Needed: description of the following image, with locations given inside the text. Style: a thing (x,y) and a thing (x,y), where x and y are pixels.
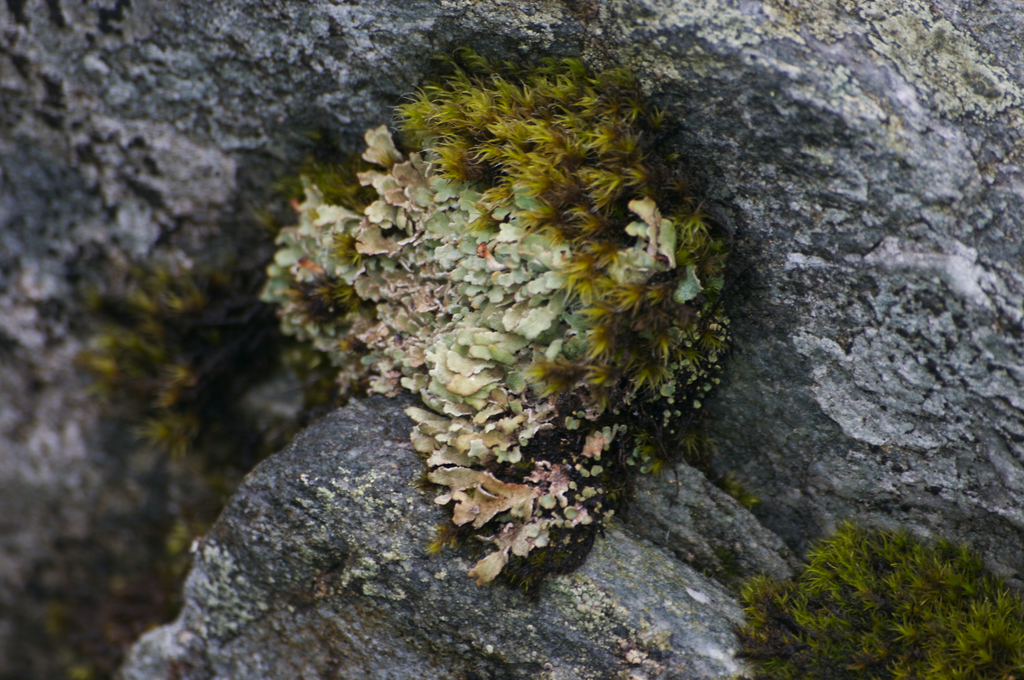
In this image, we can see a plant (531,265) on the rock (409,478). There is an another plant (752,596) in the bottom right of the image (820,645).
